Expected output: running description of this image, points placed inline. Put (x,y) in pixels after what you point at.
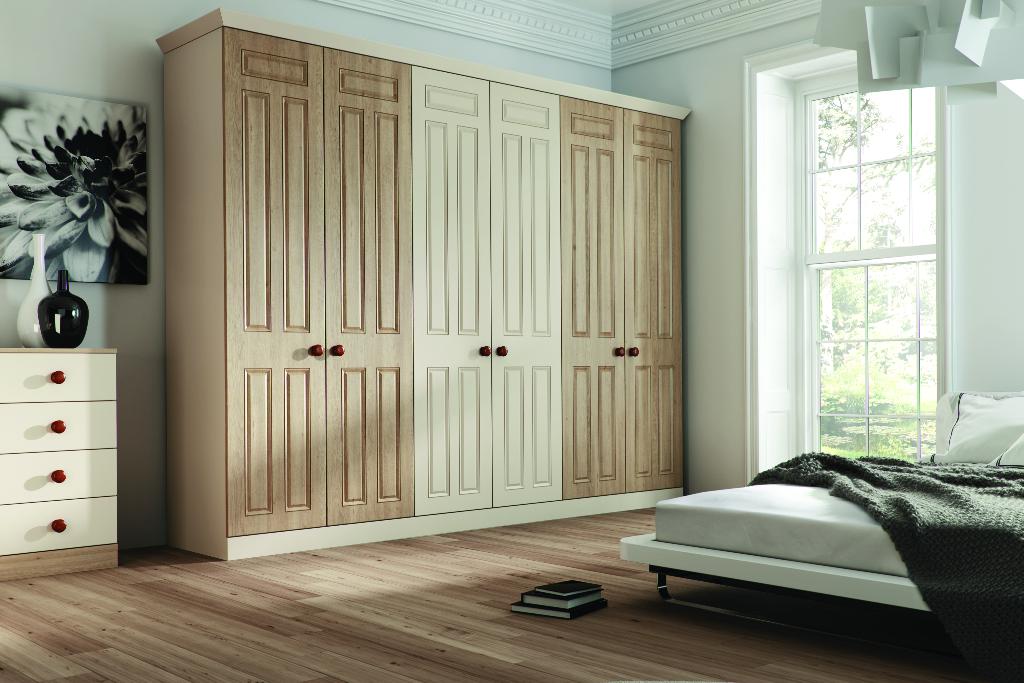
In this Picture we can see the inside view of the bed room (913,514), On the right corner (741,538) we can see the beautiful bed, white bed sheet (739,523), pillow (996,440) and black blanket (885,509). Beside we can see a big glass window (817,320) from which trees (835,323) are seen. Beside we can see the wooden wardrobe (307,352) and handles (340,349) on it and a flower photo frame (114,204) with two glass pots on the small table (95,408). On the wooden flooring (284,642) we can see the three books (535,610).
